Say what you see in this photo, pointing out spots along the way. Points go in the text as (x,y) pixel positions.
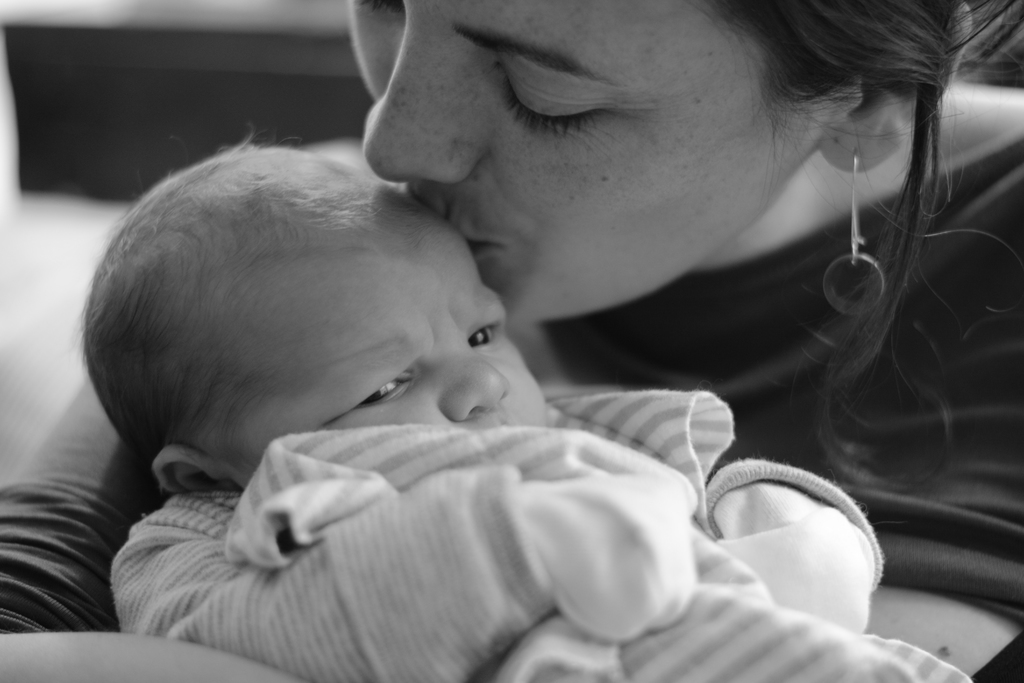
In this image we can see a woman (541,295) kissing a baby (391,359).
